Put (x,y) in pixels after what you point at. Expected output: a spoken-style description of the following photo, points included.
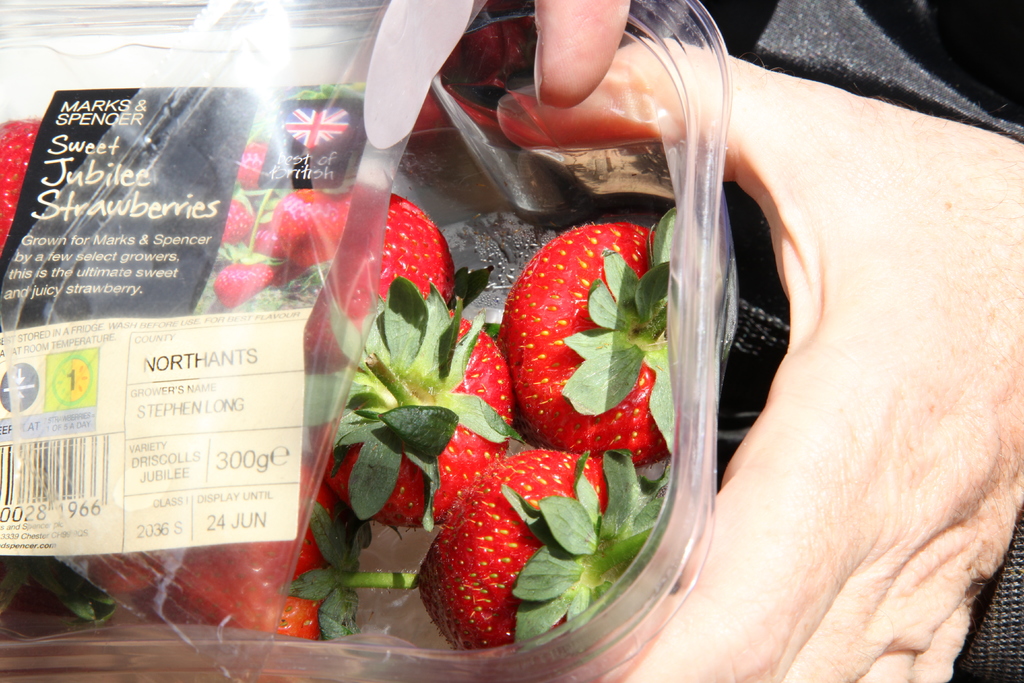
In the picture we can see a person (963,397) is holding a box (154,612) with strawberries (560,519) in it and on the top of the box (230,639) we can see a cover (264,581) with a label (114,362) on it.
